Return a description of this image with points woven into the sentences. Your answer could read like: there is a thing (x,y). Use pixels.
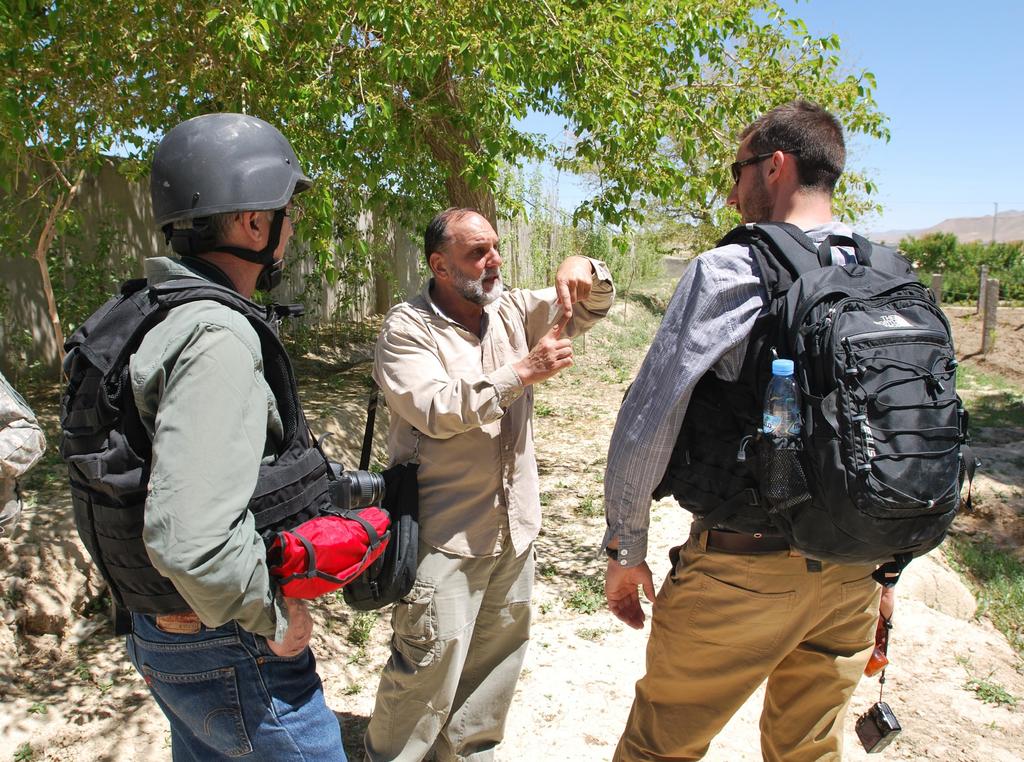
In the given image we can see there are three persons (500,472) standing. The left side person (198,489) is wearing helmet (205,196) and the right person (748,538) is carrying bag (851,470) and a water bottle (788,464). The middle Person (513,481) is talking to the opposite person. back of him there is a tree (432,52) and blue color sky (924,87).
